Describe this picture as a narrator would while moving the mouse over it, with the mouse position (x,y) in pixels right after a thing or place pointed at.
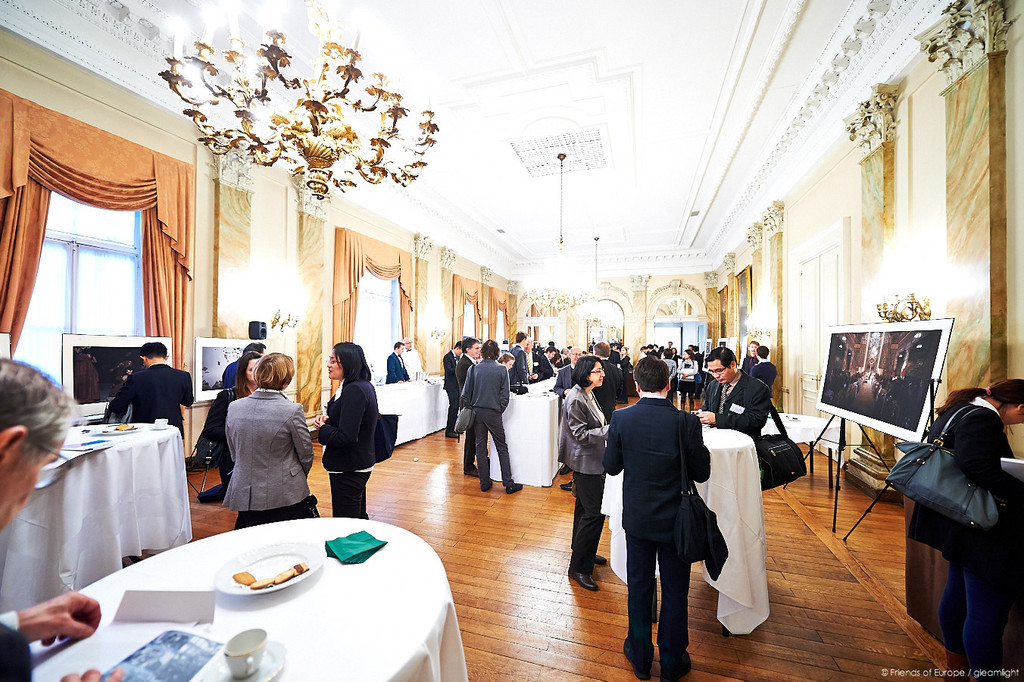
In this image, there are group of people (166,361) standing in front of the table (538,415) where wall paintings (880,386) are kept. A roof top (496,125) is white on color on which chandelier (354,48) is hanged. On the left side of the image (86,303), there are windows (69,304) on which curtains (156,195) are there. This image is taken inside a hall (535,548).
